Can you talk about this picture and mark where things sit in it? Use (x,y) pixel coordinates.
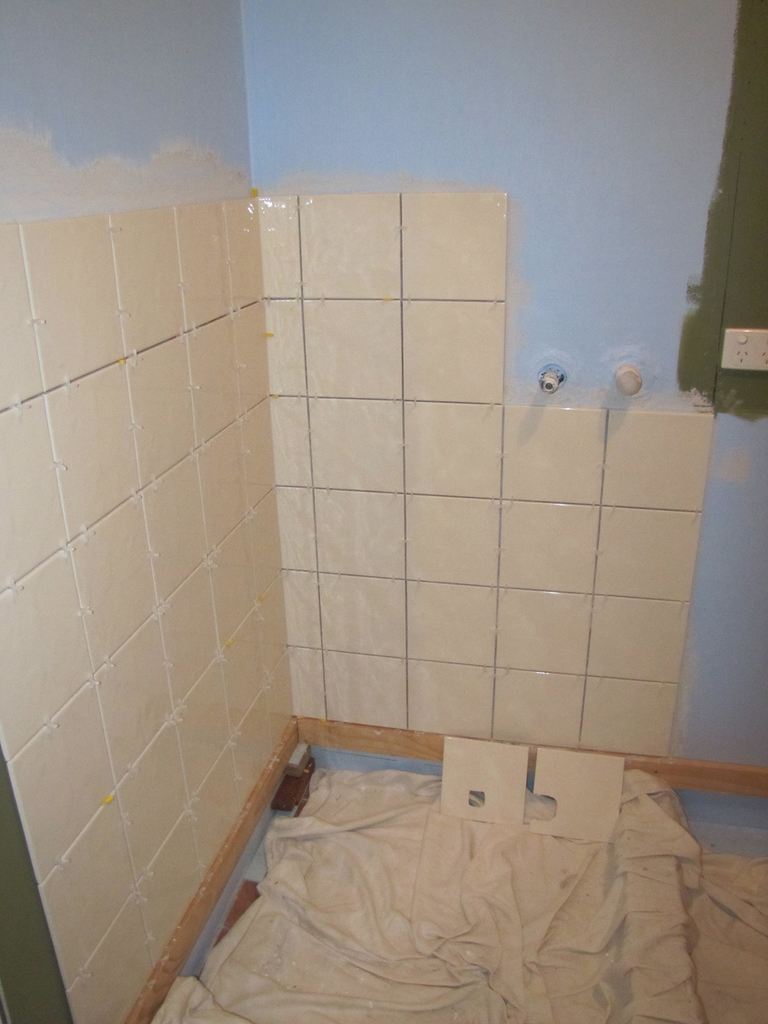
At the bottom of the picture (370,954), we see a cloth (450,892) or a sheet (485,859) in white color. We see the white color tiles (575,799). On the left side (95,81), we see a wall (95,95) in blue color and we see a wall (169,590) which is made up of white color tiles (414,480). In the background (580,235), we see a wall (578,170) in blue and green color.
